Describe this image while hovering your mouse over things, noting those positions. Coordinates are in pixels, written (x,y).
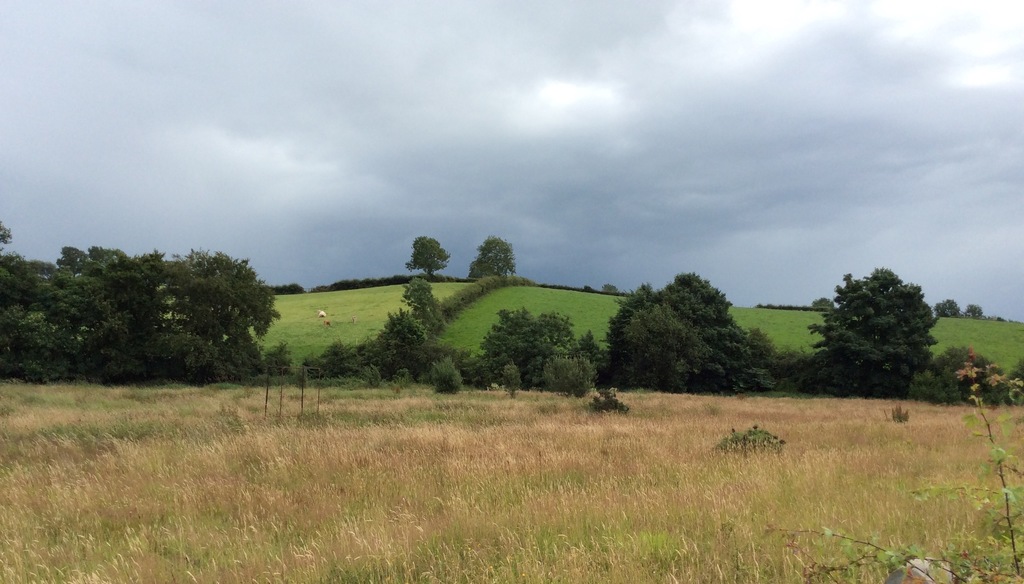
At the bottom of the image (277,493) I can see the grass (368,398). In the middle of the image (396,335) I can see groups of trees (488,264). There are clouds (404,84) in the sky (404,84).
